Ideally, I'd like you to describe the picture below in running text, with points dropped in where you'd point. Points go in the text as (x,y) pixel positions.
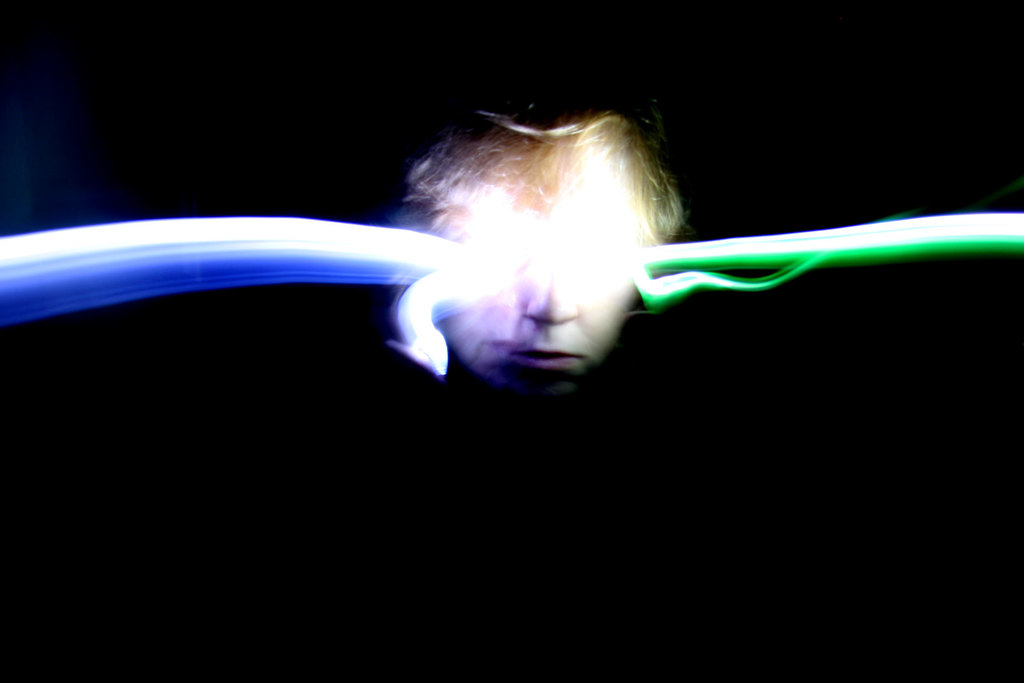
In the middle of the image (448,320) we can see a face (630,227), on the face (624,275) we can see some light rays (50,238).
